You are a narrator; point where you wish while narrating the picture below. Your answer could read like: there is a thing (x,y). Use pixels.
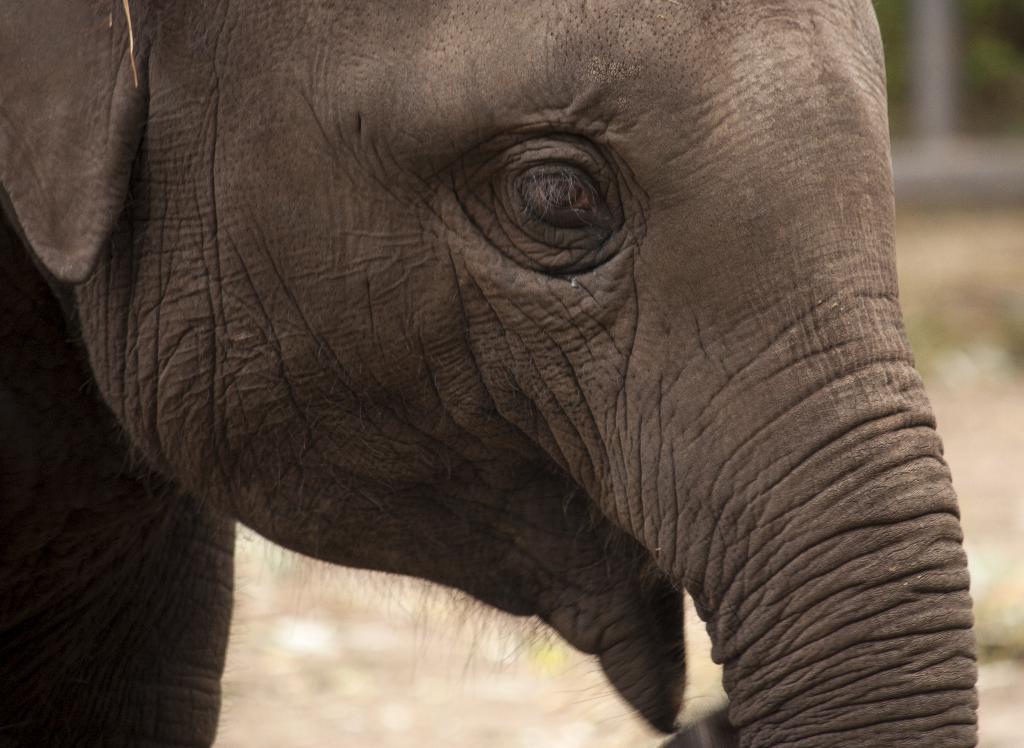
In this picture I can see a elephant (446,363) and I can see blurry background (980,199).
